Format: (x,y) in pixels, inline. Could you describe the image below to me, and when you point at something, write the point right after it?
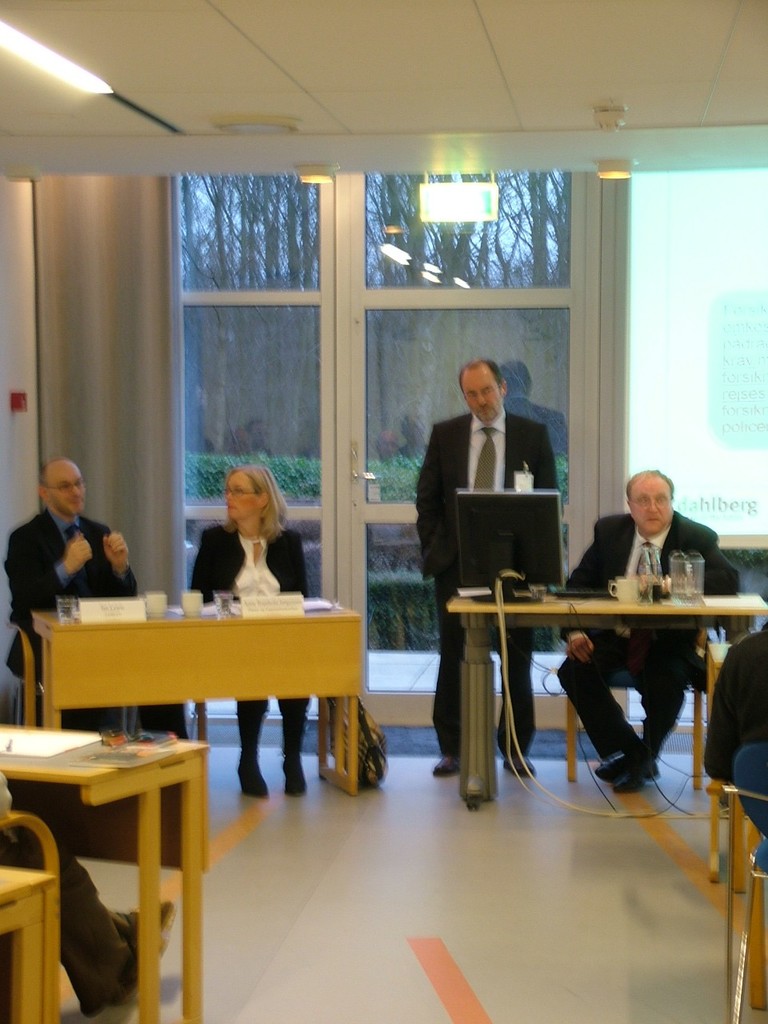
In this picture we can see some people (239,718) sitting on chairs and here person (433,483) is standing and in front of them there is table (165,622) and on table (606,611) we can see monitors (554,518), jar (676,562), glasses (232,594), name boards (137,605), papers (45,747) and in background (213,476) we can see screen (656,274), glass (425,320), wall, trees (303,374).
